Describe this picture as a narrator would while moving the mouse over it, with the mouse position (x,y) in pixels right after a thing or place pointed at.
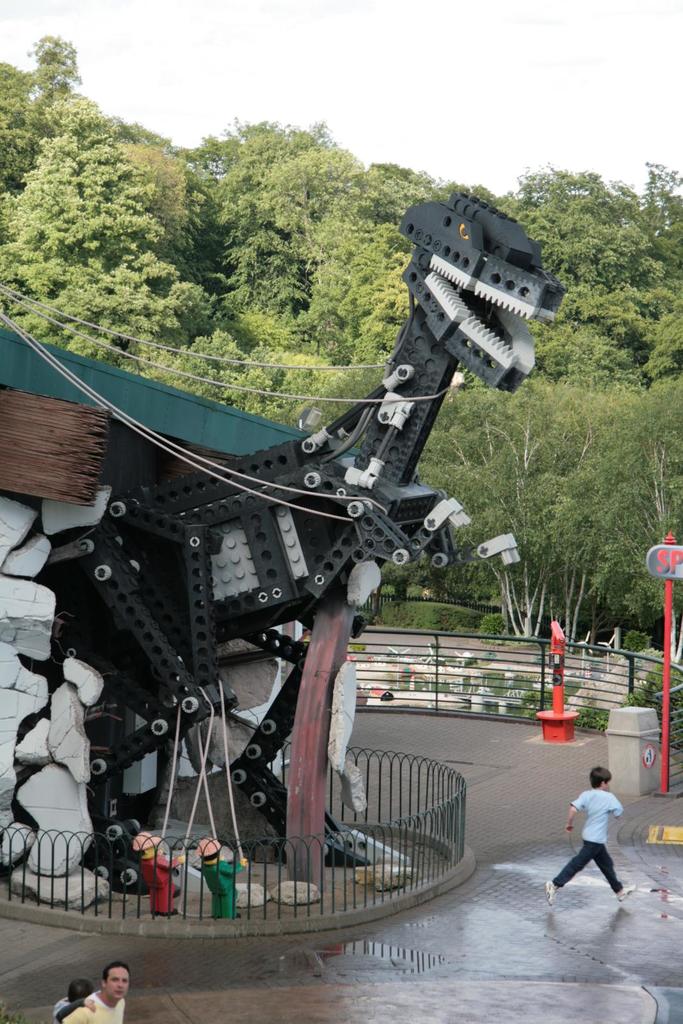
There are people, a model of a dinosaur (164,691), it seems like the plants (661,709) in the foreground area of the image (319,513), there are trees (346,218) and the sky (635,157) in the background (464,40).
